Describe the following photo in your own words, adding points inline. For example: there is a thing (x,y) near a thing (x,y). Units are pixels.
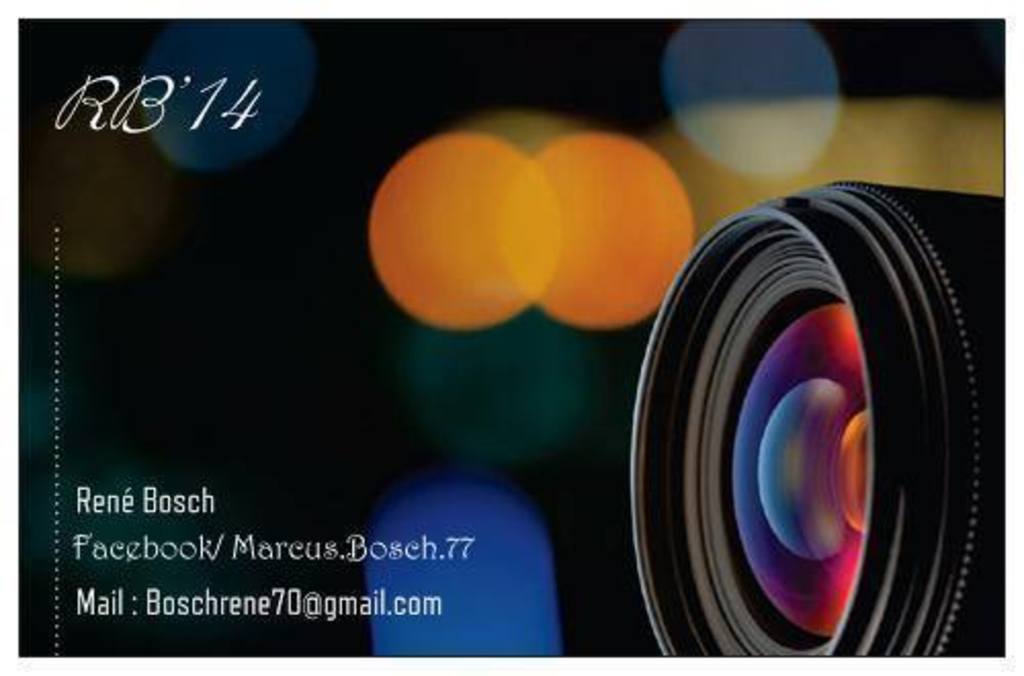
On the left side of the image (86,504) we can see the text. On the right side of the image (801,321) we can see a camera (698,447). In the background of the image (713,141) we can see the lights (840,157).
